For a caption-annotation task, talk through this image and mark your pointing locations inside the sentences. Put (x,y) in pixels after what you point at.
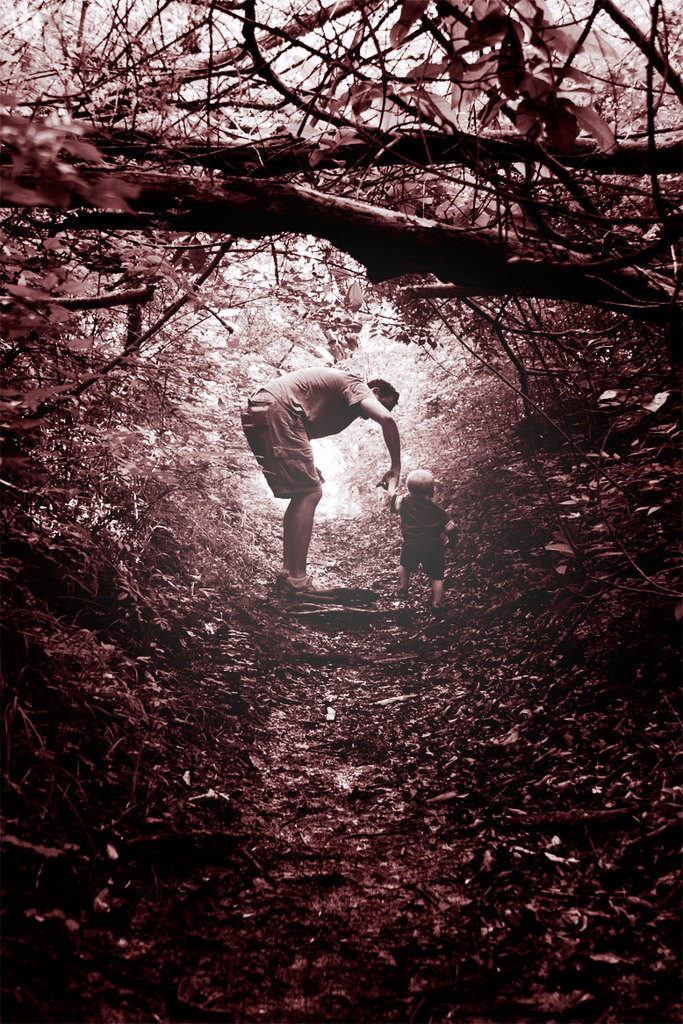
In this image in the center (302,452) there is one person (308,466) who is holding one boy's hand (389,483) and walking. At the bottom (316,787) there is walkway (349,744) and some dry leaves (560,760), and on the right side (572,458) and left side (126,51) there are trees (166,146).
